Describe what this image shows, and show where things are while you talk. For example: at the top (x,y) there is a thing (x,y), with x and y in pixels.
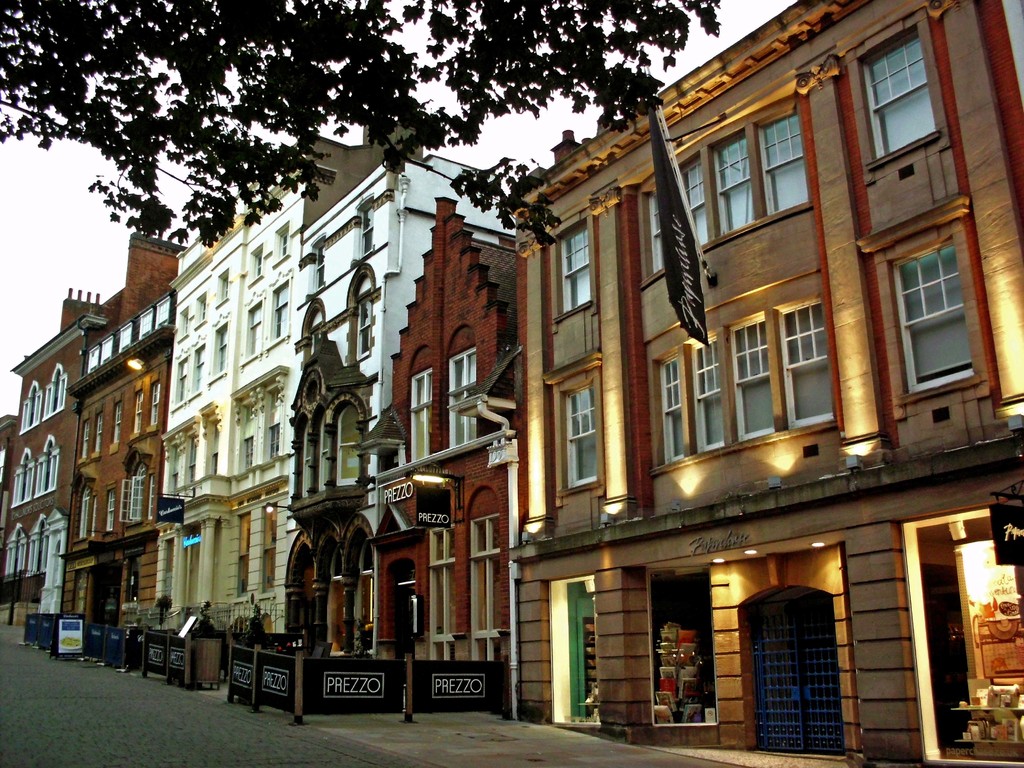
In this image I can see the road (205,691), few boards (261,685) which are black in color, a black colored banner (672,225), few buildings (695,381) which are brown, white, red and cream in color and few lights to the building (687,445). In the background (32,189) I can see the sky (49,195) and the tree (517,70).
